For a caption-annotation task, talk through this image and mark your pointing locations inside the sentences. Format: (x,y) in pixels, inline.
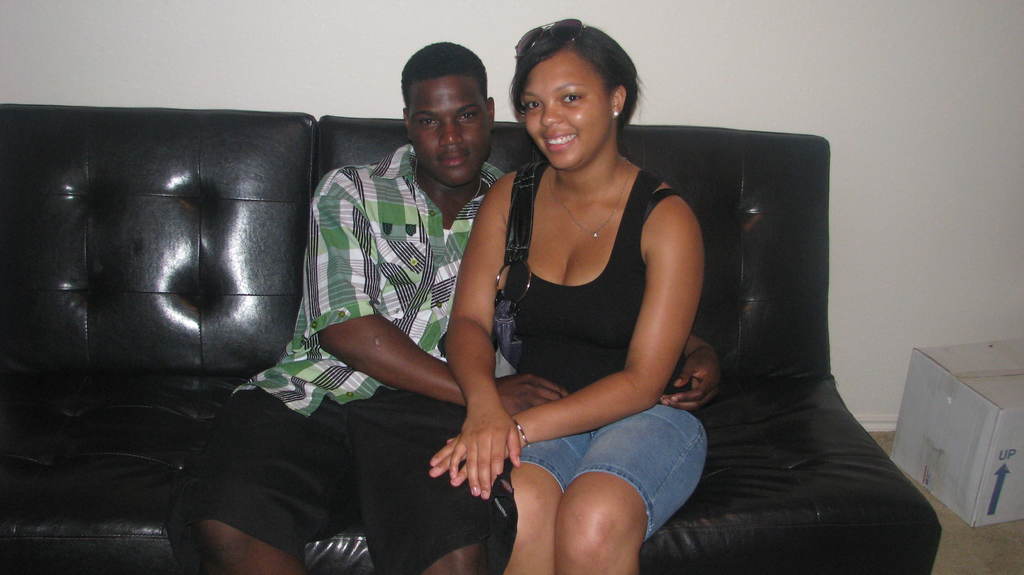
In this picture we can see a man (369,248) and a woman (631,178) sitting on a sofa (706,287) and smiling and in the background (968,417) we can see a box (985,476) on the floor (996,525) and the wall (903,88).
